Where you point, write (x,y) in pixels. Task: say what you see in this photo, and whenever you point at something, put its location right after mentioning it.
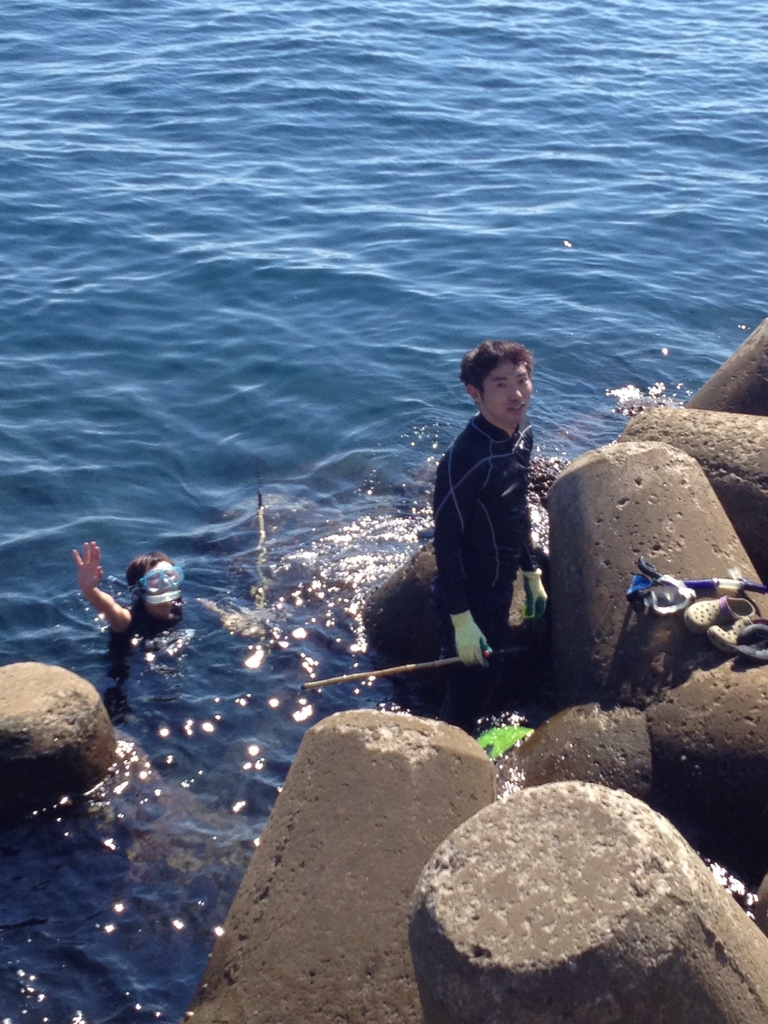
In the center of the image (496,538) we can see a man (529,583) standing. On the left (175,670) there is a person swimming in the water (214,490). At the bottom (654,1003) there are rocks (435,853) and we can see footwear (704,619) placed on the rocks (751,576).
